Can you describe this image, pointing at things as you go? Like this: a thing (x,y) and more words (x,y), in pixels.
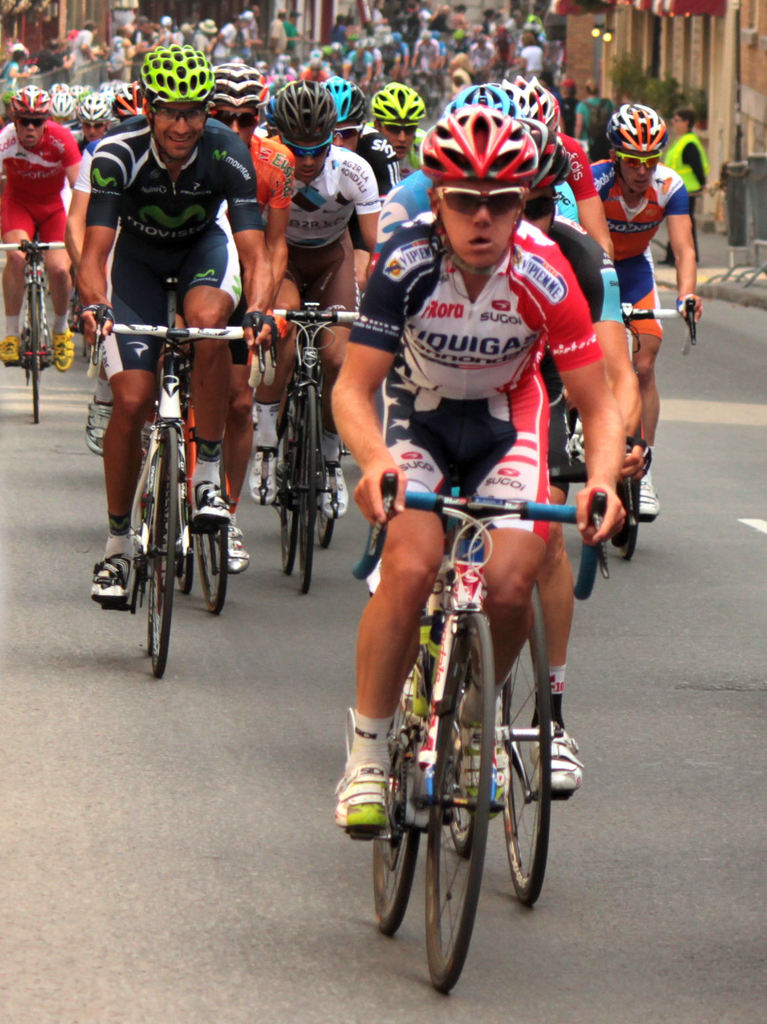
In this image there are so many people (403,222) riding a bicycle (316,347) on the road (257,782). On the left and right side of the image (689,62) there are buildings (688,44), in front of the buildings (648,66) there are trees (655,88).
